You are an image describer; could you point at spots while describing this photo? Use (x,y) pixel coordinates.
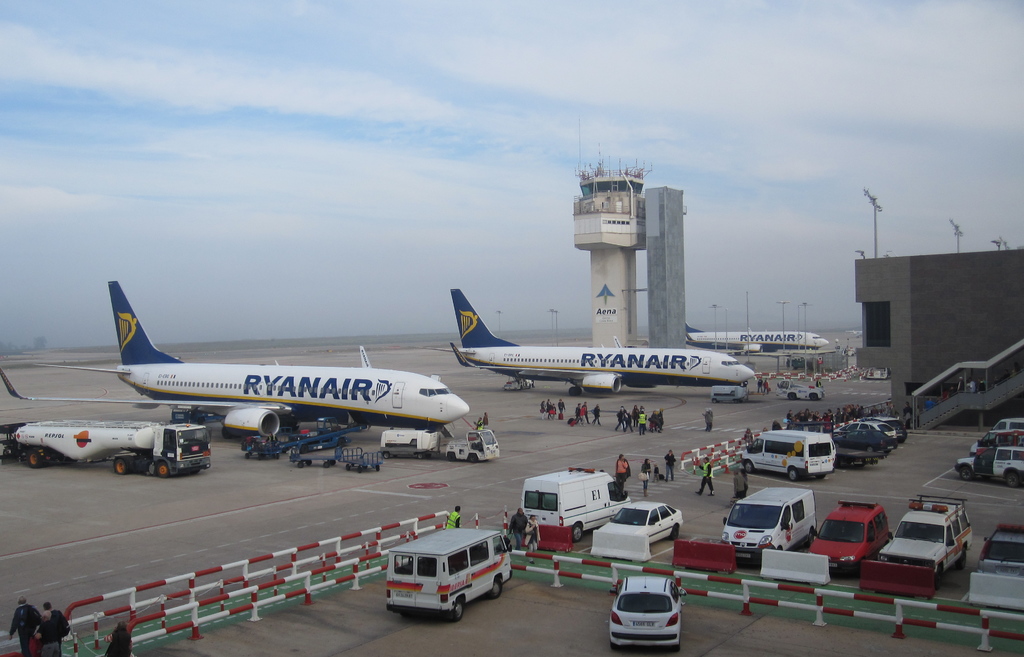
In the center of the image (375,386) we can see an airplane's (344,415), trucks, cars (791,474), some persons (741,478), building (880,312), tower (669,203), poles (875,240), road (533,449), rods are there. At the top of the image (535,141) clouds (553,125) are present in the sky (346,167). At the bottom of the image (386,622) ground (397,503) is there.
